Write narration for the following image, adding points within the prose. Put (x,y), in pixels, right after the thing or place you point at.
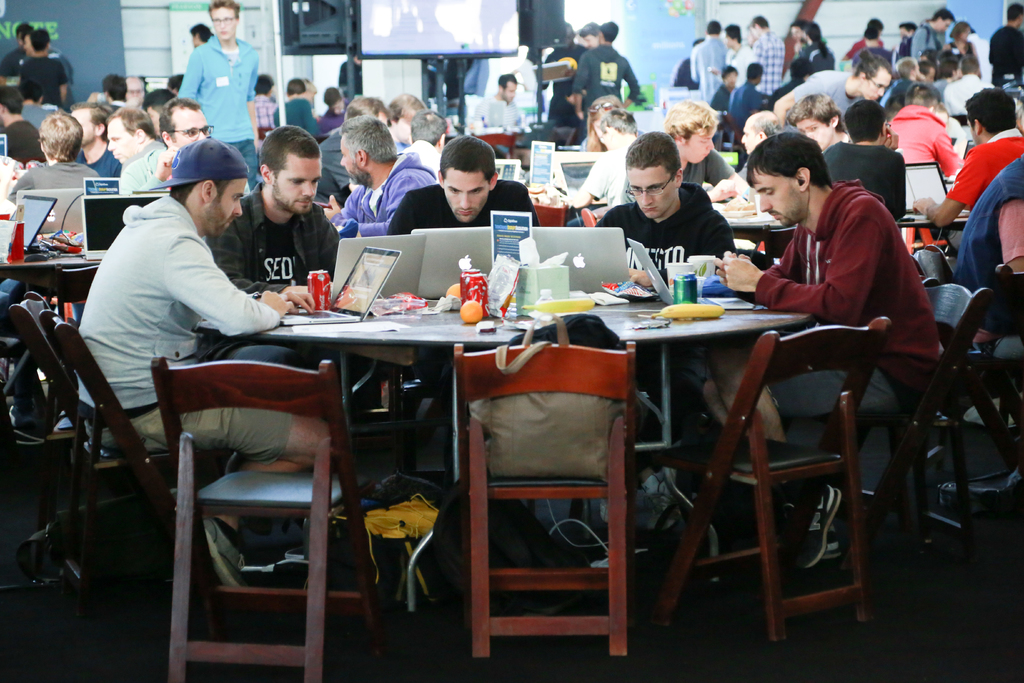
In this image I can see the group of people (490,180). Among them some people (807,190) are sitting and some are standing. In front of them there are laptops (351,312) and some of the objects (504,271) on the table (664,343). There is also a screen (444,33) in the background (489,40).
